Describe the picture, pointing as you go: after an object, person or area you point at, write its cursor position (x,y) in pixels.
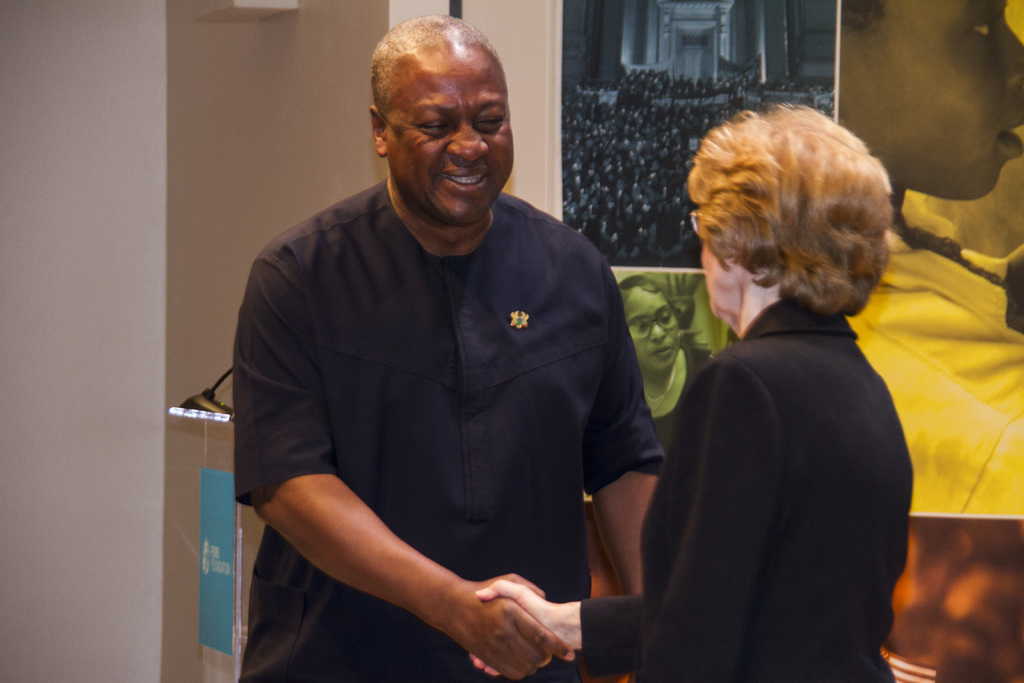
In this image in the front (481,362) there are persons (495,379) standing and shaking hands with each other and in the center (434,358) there is a man (455,339) standing and smiling. In the background (681,189) there are posters (684,202) and on the left side (199,398) there is an object (216,386) which is black in colour and there is a wall (179,193) which is white in colour.
